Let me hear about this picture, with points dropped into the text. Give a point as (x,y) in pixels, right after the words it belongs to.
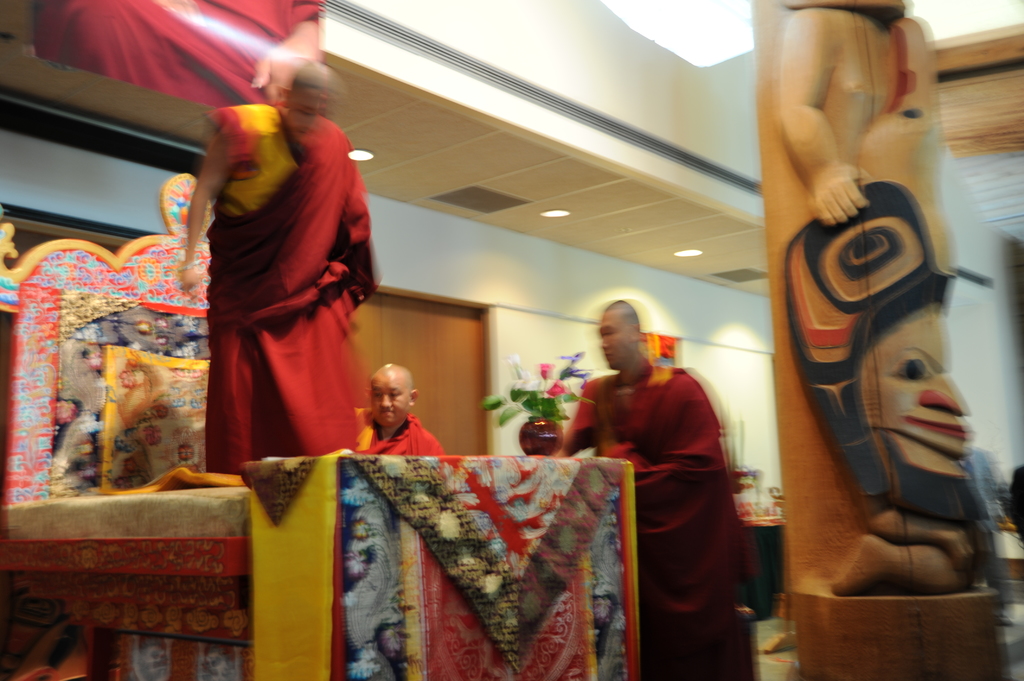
In this image three people (313,355) are standing, one person (213,381) is standing on a bed (168,280) with carpets (463,583). I can see a pillar (824,661) or a wooden statue (921,347) on the right hand side of the image (904,365). I can see a potted plant (535,427) in the center of the image (526,442).
